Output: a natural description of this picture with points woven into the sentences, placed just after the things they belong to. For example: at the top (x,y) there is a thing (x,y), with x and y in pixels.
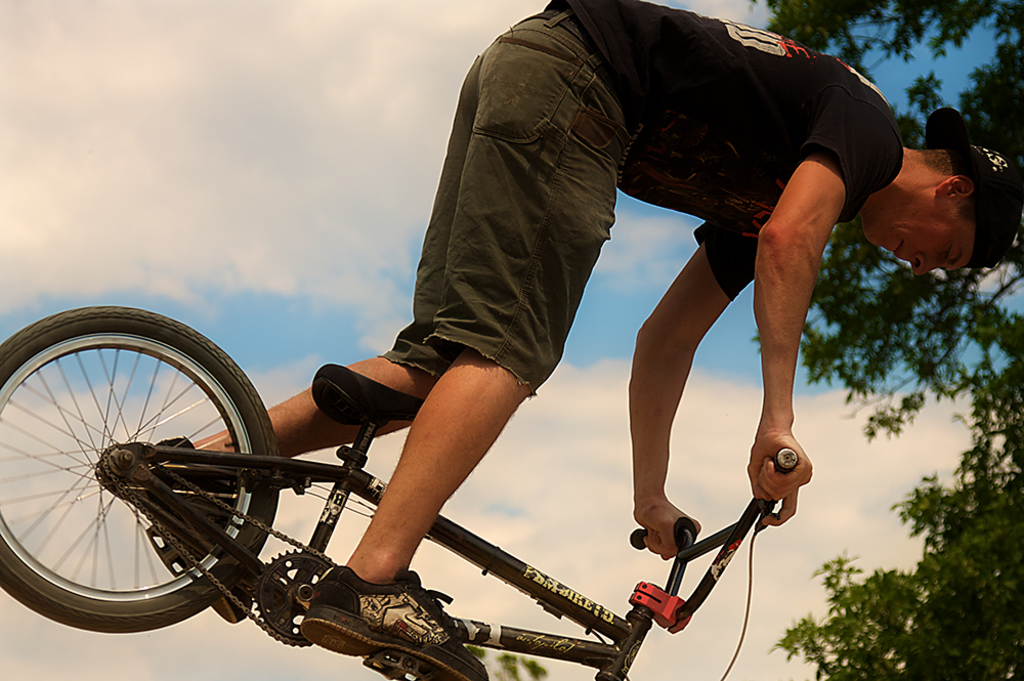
This image is an outside view. In this image a man (850,206) is riding on a bicycle (158,493) wearing shoes (443,614) and a hat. In the left side of the image (200,602) there is a tire (170,603) of the bicycle (90,461). In the right side of the image (1022,450) there is a tree (882,658). At the background (345,264) there is a sky (403,122) with clouds (375,204).
